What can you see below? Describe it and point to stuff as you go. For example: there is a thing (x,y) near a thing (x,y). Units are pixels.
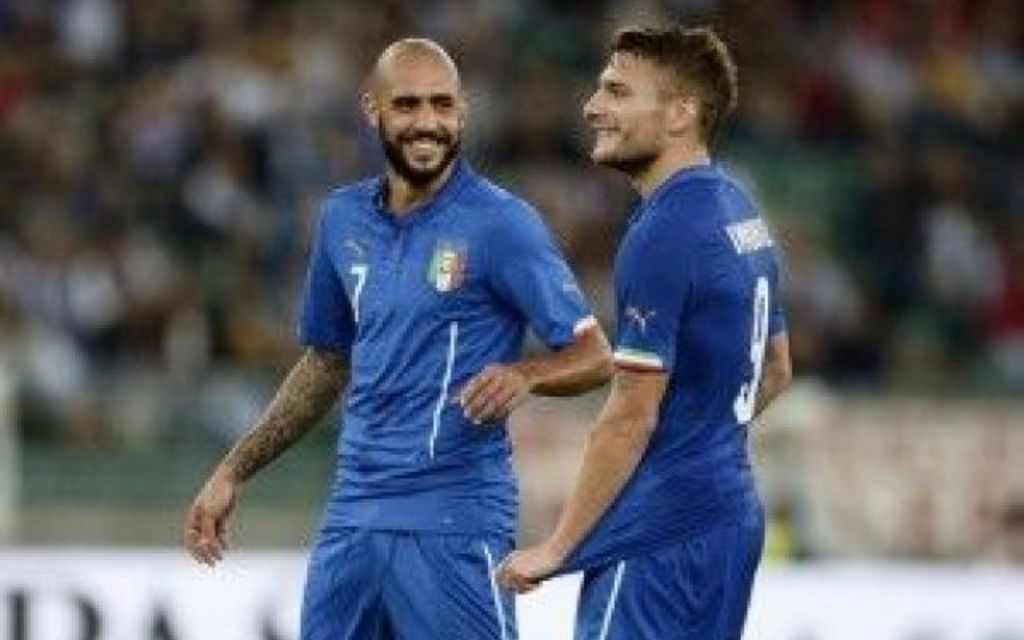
This image consists of two men (652,513) wearing blue color jerseys (678,350) and shorts (436,624). And they are laughing. In the background (247,424), there is a stadium (297,116). And the background (229,249) is blurred.
